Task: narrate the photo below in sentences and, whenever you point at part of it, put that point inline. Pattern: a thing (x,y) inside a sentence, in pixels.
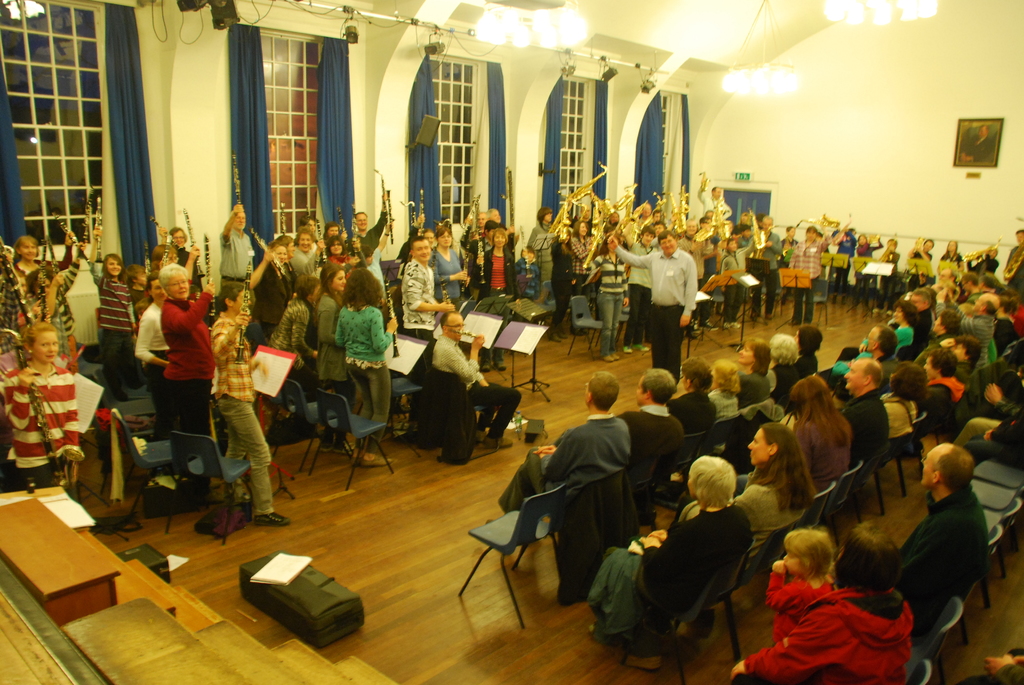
In this image, we can see people (669,376) and some are sitting on the chairs (138,412) and there are people (451,260) holding musical instruments (462,226) in their hands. In the background (701,158), there is a frame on the wall (869,131) and we can see boards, stands (548,328), books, papers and there are curtains (249,127), windows (441,116), lights (646,87) and some other objects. At the bottom (244,567), there are black boxes (244,567) on the floor (410,591).
